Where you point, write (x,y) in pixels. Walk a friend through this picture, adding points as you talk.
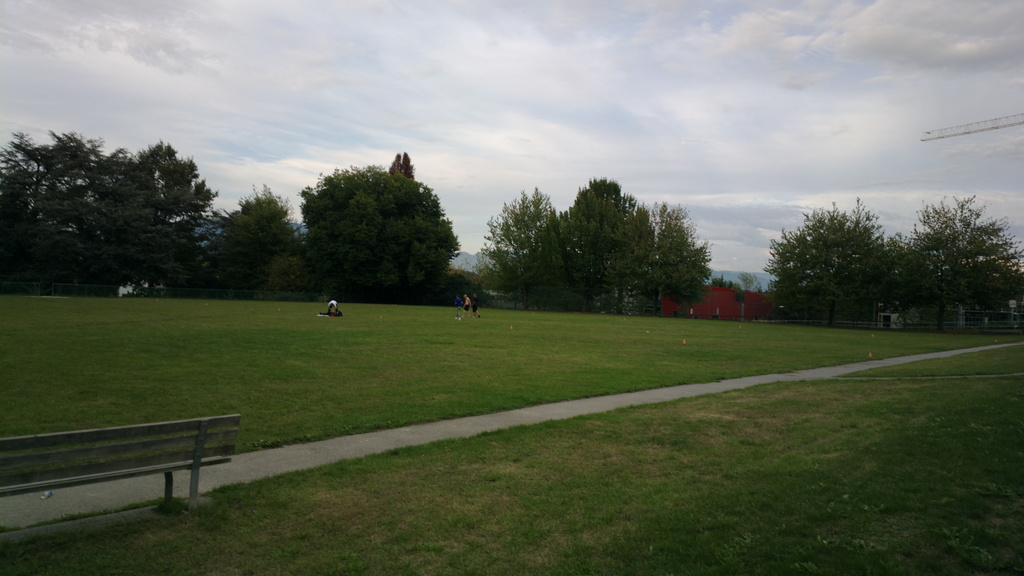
In the left side (219,424) it is a bench chair (207,451), it looks like a garden (661,429). In the long back side there are trees (697,276). At the top (715,117) it's a cloudy sky (678,108).
